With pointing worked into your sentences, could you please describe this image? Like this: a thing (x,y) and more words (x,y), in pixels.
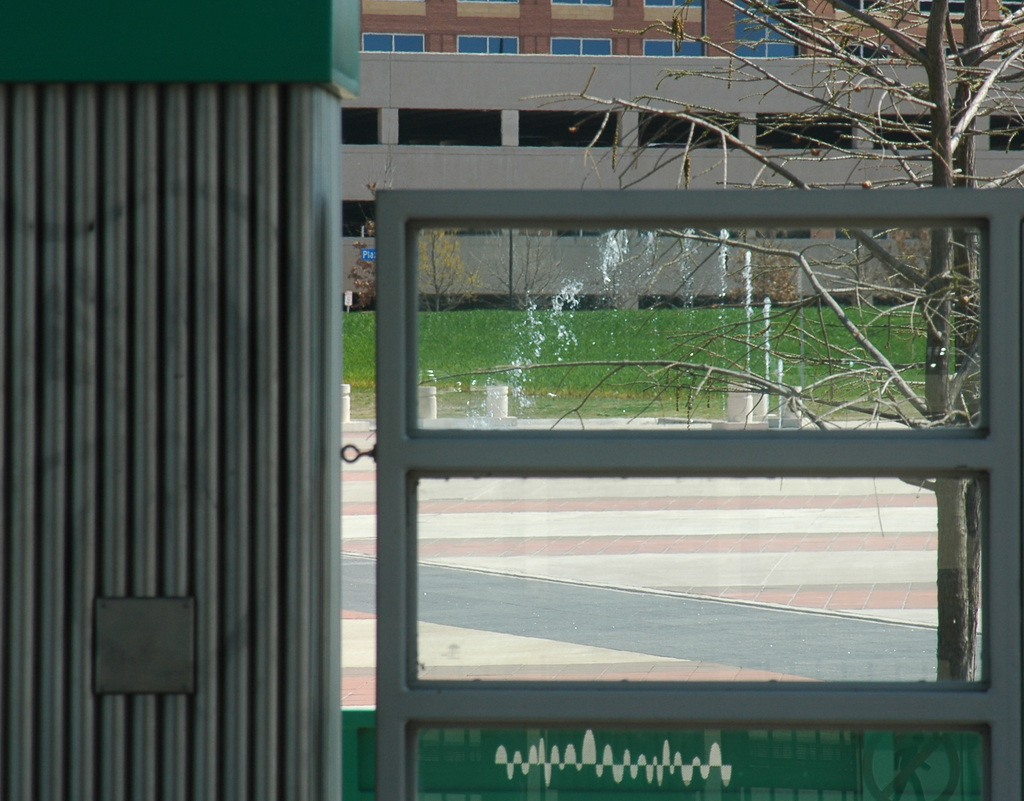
On the left side of the image (197,392) there are rods (53,471). And in the middle of the image (386,426) there is a door (889,210) with glass (544,560). Behind the door (946,469) there is a tree (949,313) without leaves. There is a building (488,76) with walls (490,68), windows (401,48) and pillars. And also there are plants (420,291) and there's grass (372,325) on the ground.
